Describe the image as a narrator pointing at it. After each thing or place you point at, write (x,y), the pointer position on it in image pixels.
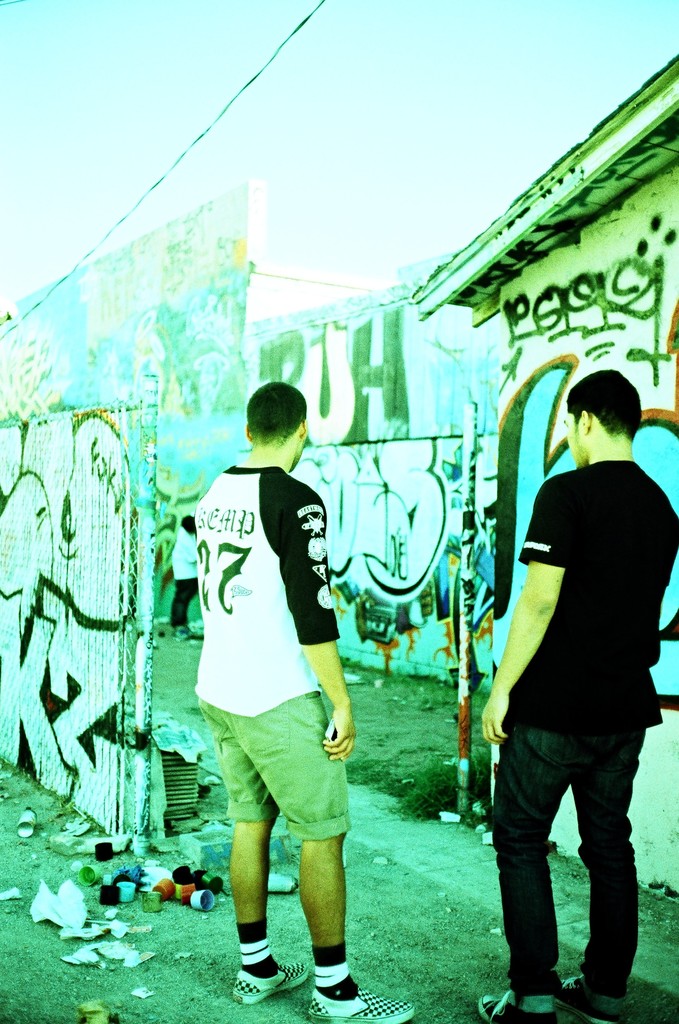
In the image we can see there are two men (322,720) standing on the ground (175,928) and there are caps (193,883) and bottle of paint spray (31,820) kept on the ground (37,871). There are walls (384,485) which are painted.
